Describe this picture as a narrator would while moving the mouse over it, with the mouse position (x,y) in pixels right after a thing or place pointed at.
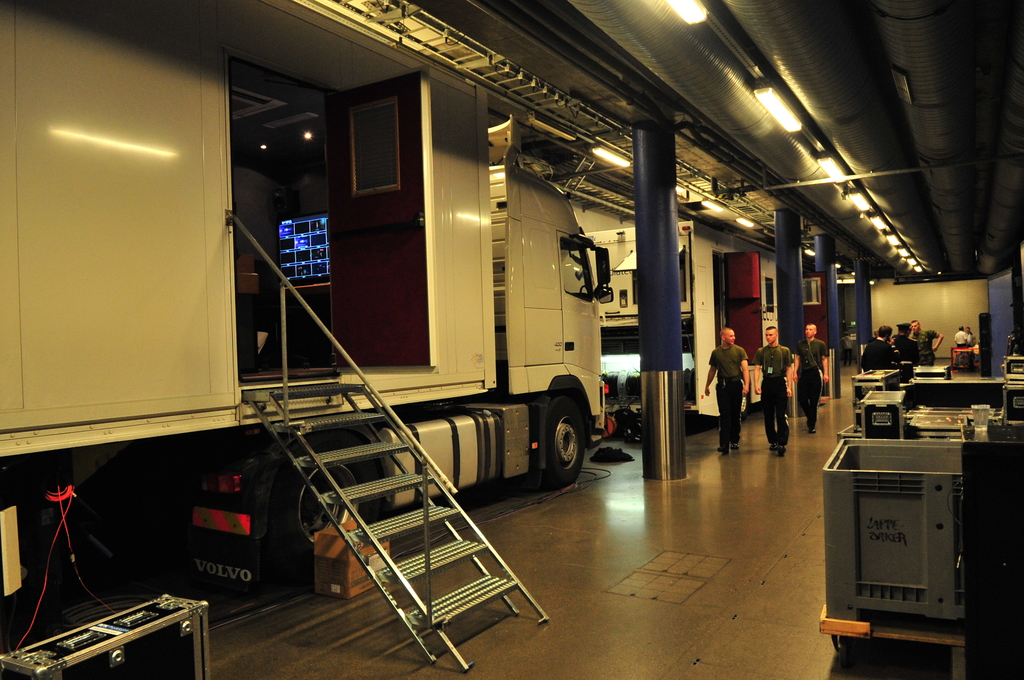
In this picture there is a truck (337,204) on the left side of the image (200,318) and there is another truck (717,296) in front of it, there is a ladder (342,425) in the center of the image (349,359), there is a monitor (291,239) and lamps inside the truck (331,322) and there are other machinery (955,423) on the right side of the image (859,367), there are pillars (684,419) in the image and there are lamps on the roof (885,223) at the top side of the image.
